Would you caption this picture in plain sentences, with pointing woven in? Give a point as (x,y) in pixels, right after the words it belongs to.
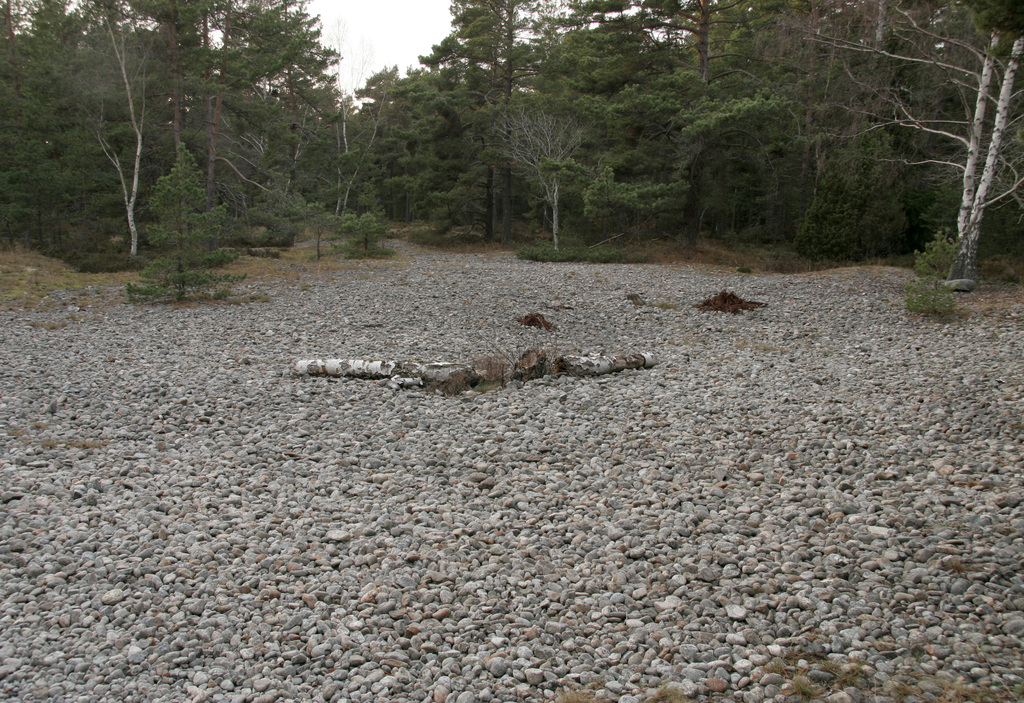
In this image we can see many trees (544,157). There is a wooden log (547,361) on the ground (539,468). There are many stones (551,544) in the image. We can see the sky (413,50) in the image.
